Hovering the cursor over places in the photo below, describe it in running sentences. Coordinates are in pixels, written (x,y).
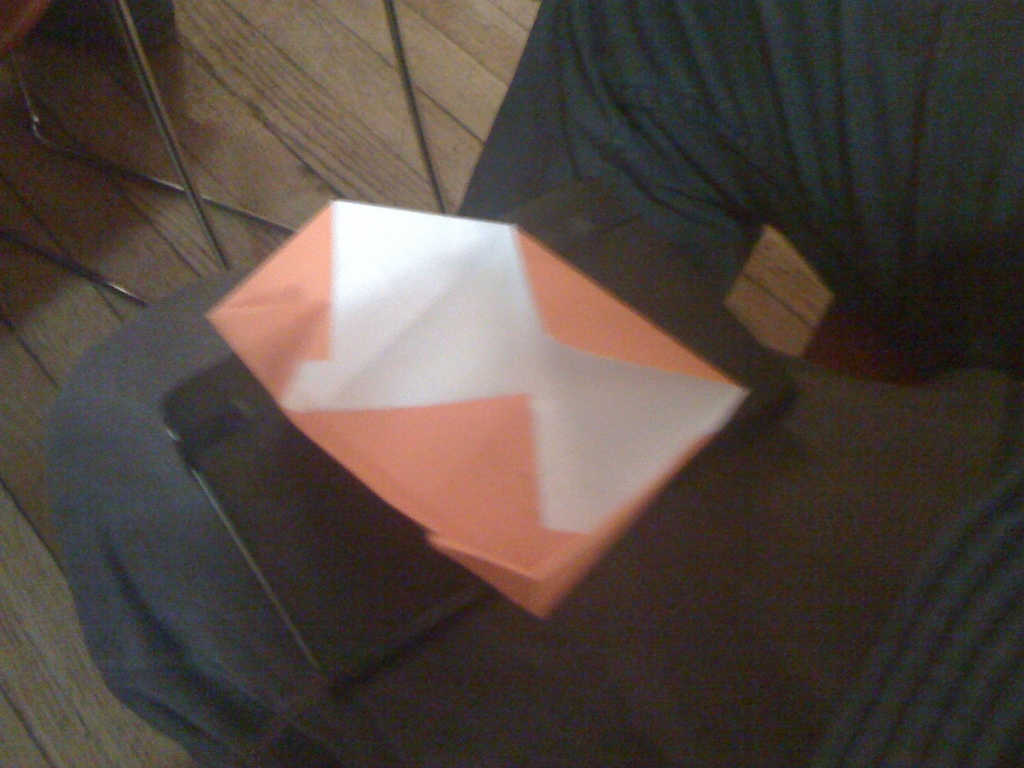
There is a person (681,607). On the leg (654,536) of the person (191,488) there is a cover (417,422) and some other thing.
